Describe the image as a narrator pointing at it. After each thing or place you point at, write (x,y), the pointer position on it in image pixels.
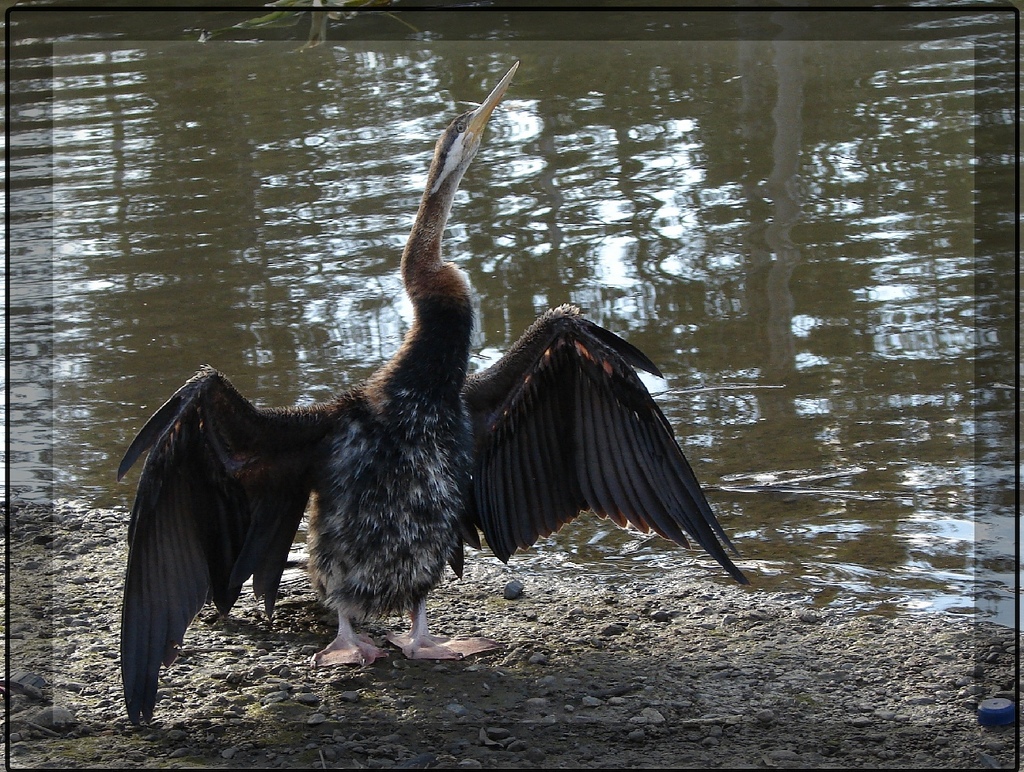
In this image we can see a bird (553,518) on the ground (397,687). In the background (784,583), we can see water (707,232).
